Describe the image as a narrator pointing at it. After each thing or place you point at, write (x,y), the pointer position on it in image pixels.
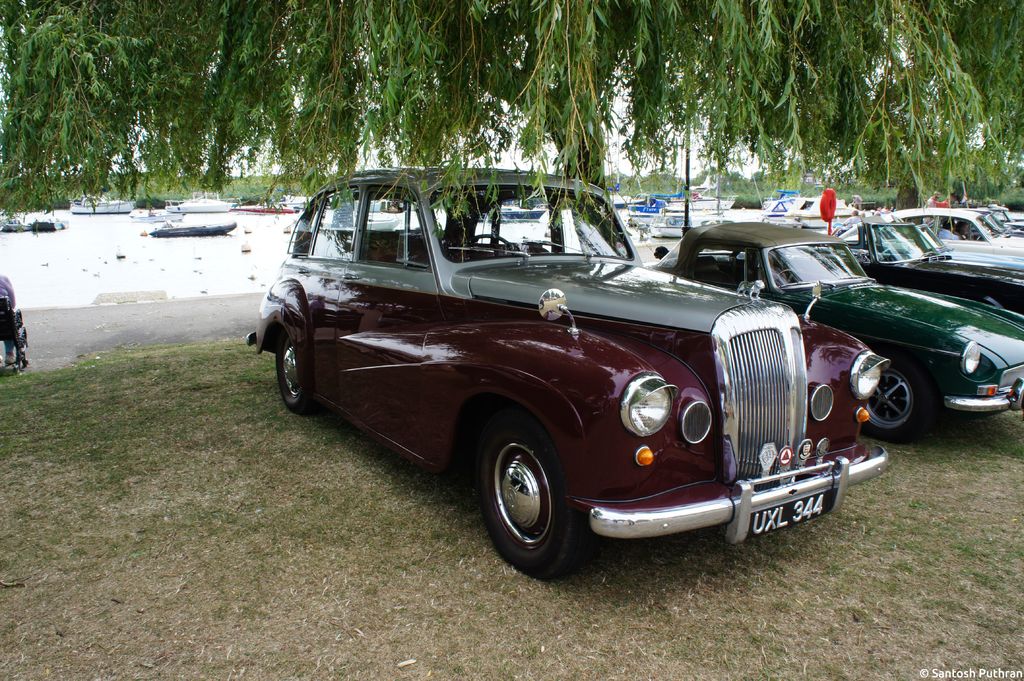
In this image we can see few trees (261,178) and vehicles (425,302) on the ground (230,302), in the background (286,209) there are some boats (284,202) on the water (41,295).
